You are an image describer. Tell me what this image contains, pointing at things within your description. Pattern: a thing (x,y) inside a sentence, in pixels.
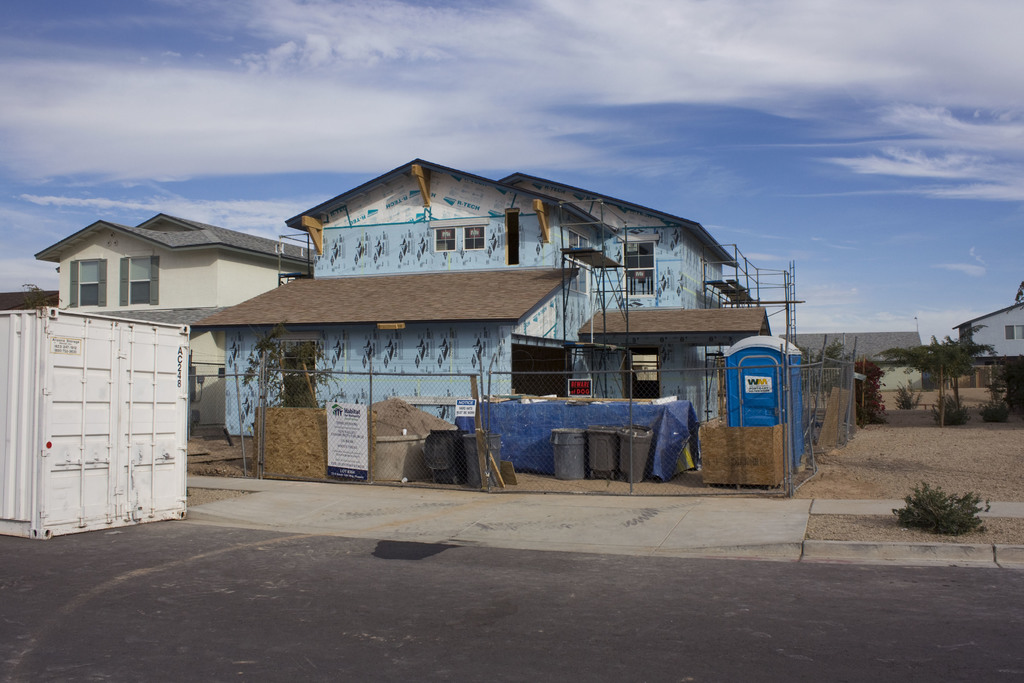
In this image we can see few houses (394,293) and buildings (468,301). We can see the sky (871,115) and clouds (532,57) in the image. There is a fence (206,390) in the image. There a board (345,442) on the fence (601,484). There are many plants (960,497) in the image. There is a container (146,430) at the left side of the image (129,431). There is a road (489,621) in the image. There are many objects (386,450) on the ground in the image.
